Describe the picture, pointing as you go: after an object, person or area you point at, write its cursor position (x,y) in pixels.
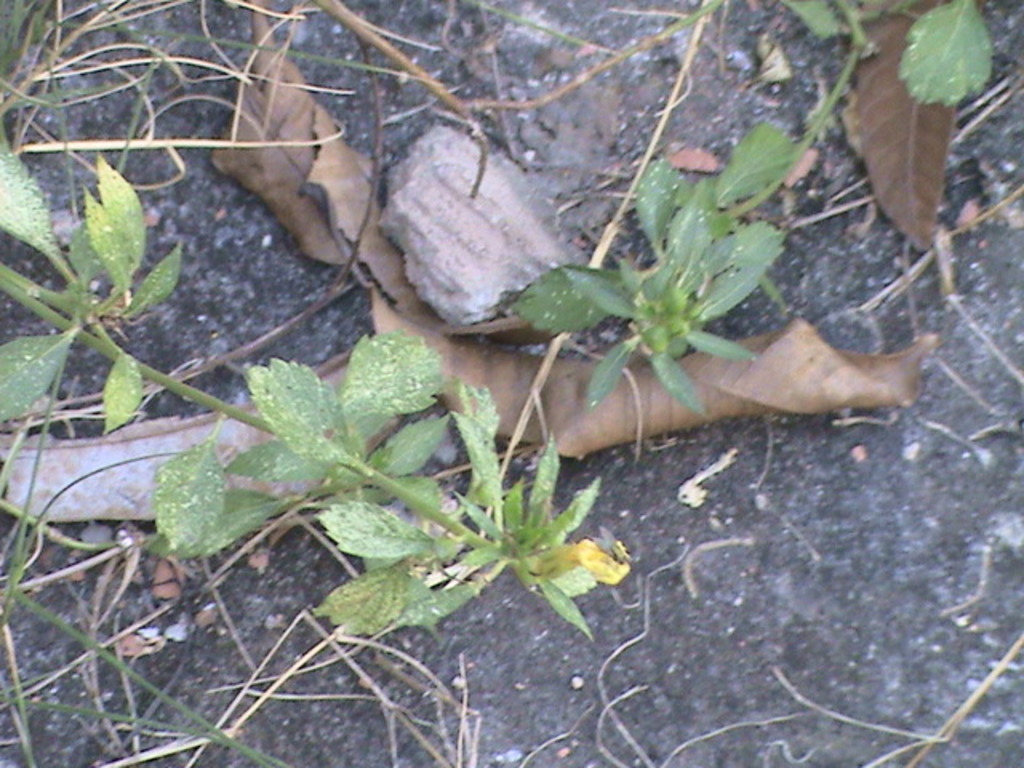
In the center of this picture (481,477) we can see the green leaves (497,467) and stems (41,308) of the plants (617,379) and we can see the dry leaves (360,208) and some other objects (647,764) are lying on the surface (167,131) of an object (762,693).
